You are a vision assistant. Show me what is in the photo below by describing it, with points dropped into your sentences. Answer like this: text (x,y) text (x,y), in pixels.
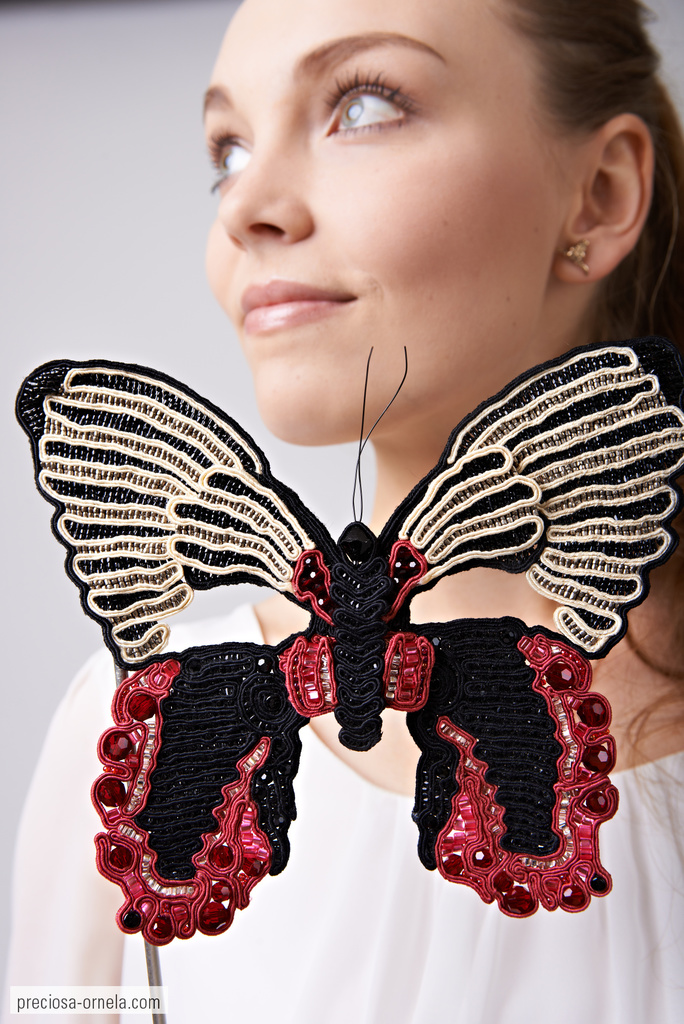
In this picture we can see a woman (330,422), in front of her we can find a butterfly toy (344,677).
